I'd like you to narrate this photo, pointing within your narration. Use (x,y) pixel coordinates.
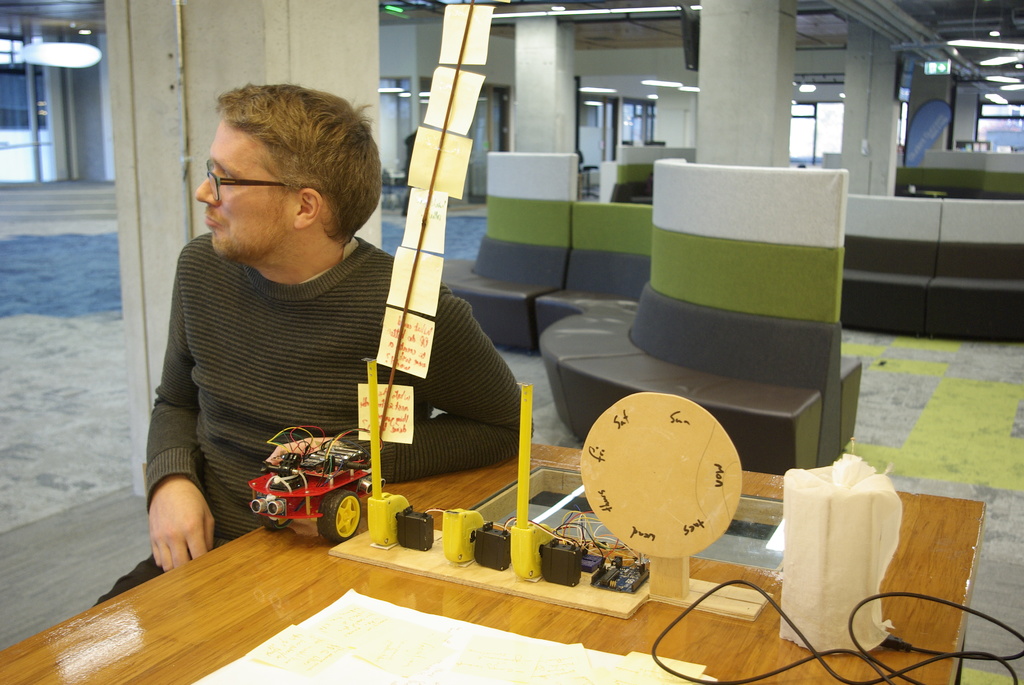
In this image on the left (282,256), there is a man (304,288), he wears a sweater (296,344). In the middle (361,388) there is a table (772,680) on that there are tissues (835,557), cables (872,662), toys (354,490), posters (419,633), wooden sticks (670,584), some other items (485,581). In the background (606,262) there are chairs (794,254), seats (659,255), pillars (753,125), lights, windows (1002,128), glasses (590,147), doors (607,137) and floor (85,274).
